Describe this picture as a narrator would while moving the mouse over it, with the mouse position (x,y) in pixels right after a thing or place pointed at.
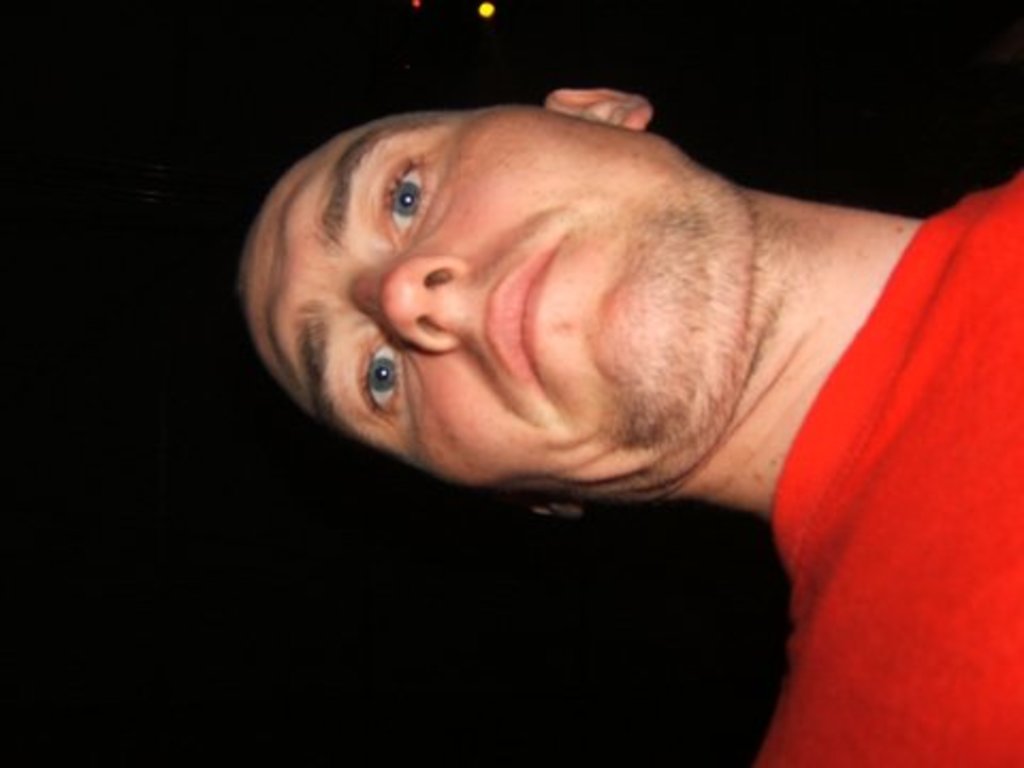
In this image I can see the person (677,371) with the red color t-shirt (844,454). And there is a black background (131,75).
